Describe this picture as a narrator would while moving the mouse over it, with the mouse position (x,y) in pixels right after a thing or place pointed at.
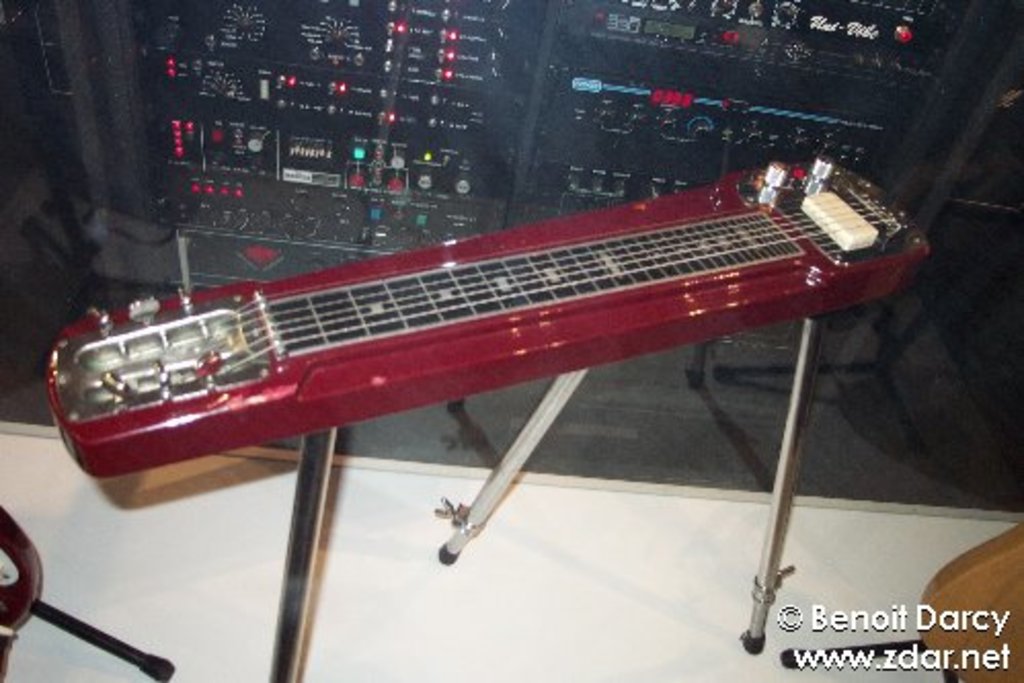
In this image we can see musical instruments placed on the floor (756,552). In the background (602,180) there is a music rack system (597,161) and we can see a stand (768,568).
